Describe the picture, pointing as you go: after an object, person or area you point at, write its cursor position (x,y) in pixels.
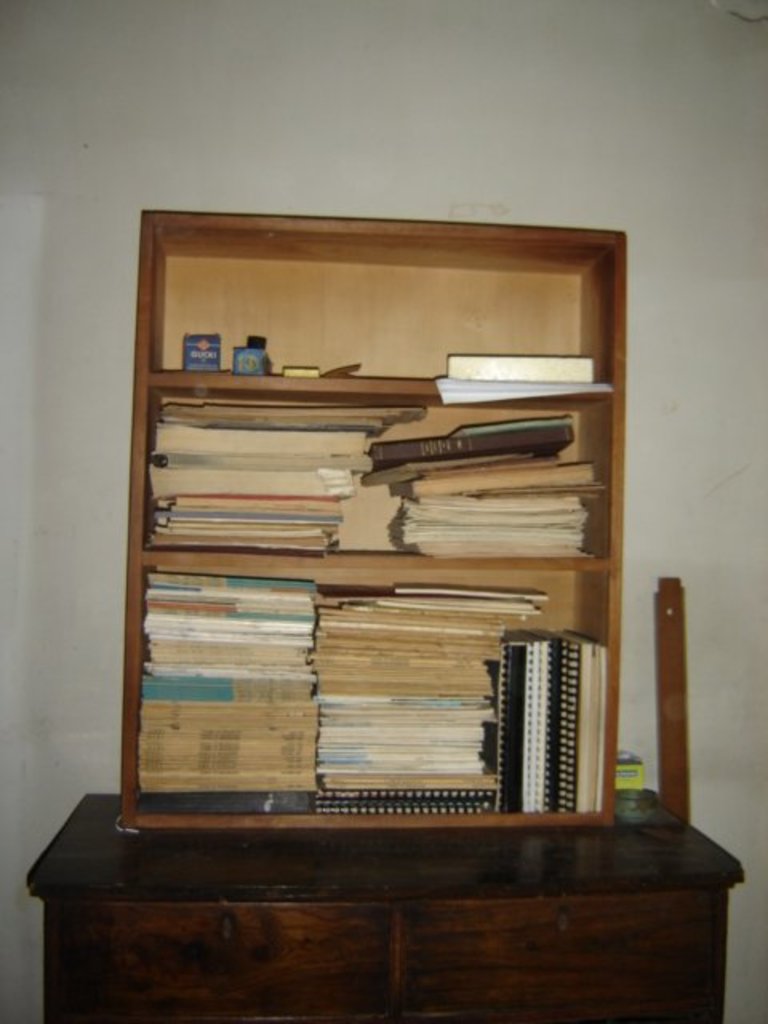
In this picture we can see a rack (465,559) here, there are some books (437,544) on the rack (398,500), at the bottom (367,952) there is a table (388,958), we can see a wall (683,379) in the background (678,294).
